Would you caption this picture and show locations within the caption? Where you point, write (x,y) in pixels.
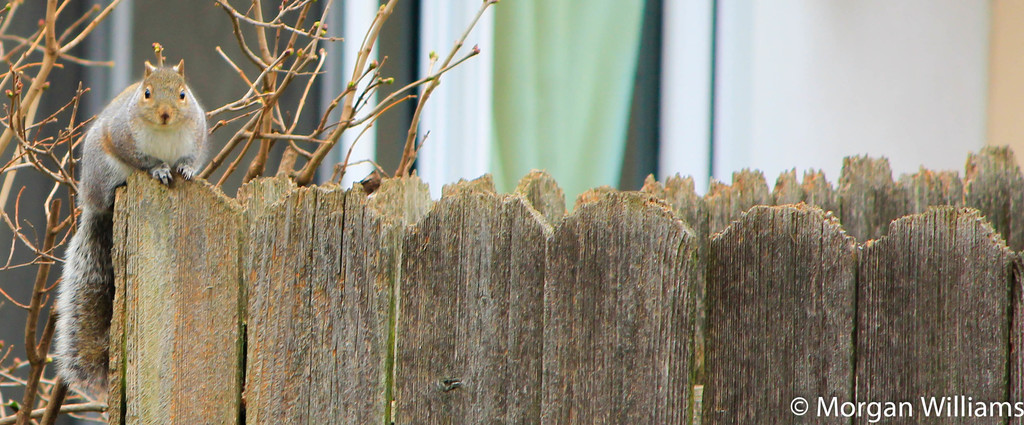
In this image we can see a squirrel (124,133) sitting on a wooden fence (454,280) and in the background (402,111) there are some plants (70,57) and a wall (797,81).
